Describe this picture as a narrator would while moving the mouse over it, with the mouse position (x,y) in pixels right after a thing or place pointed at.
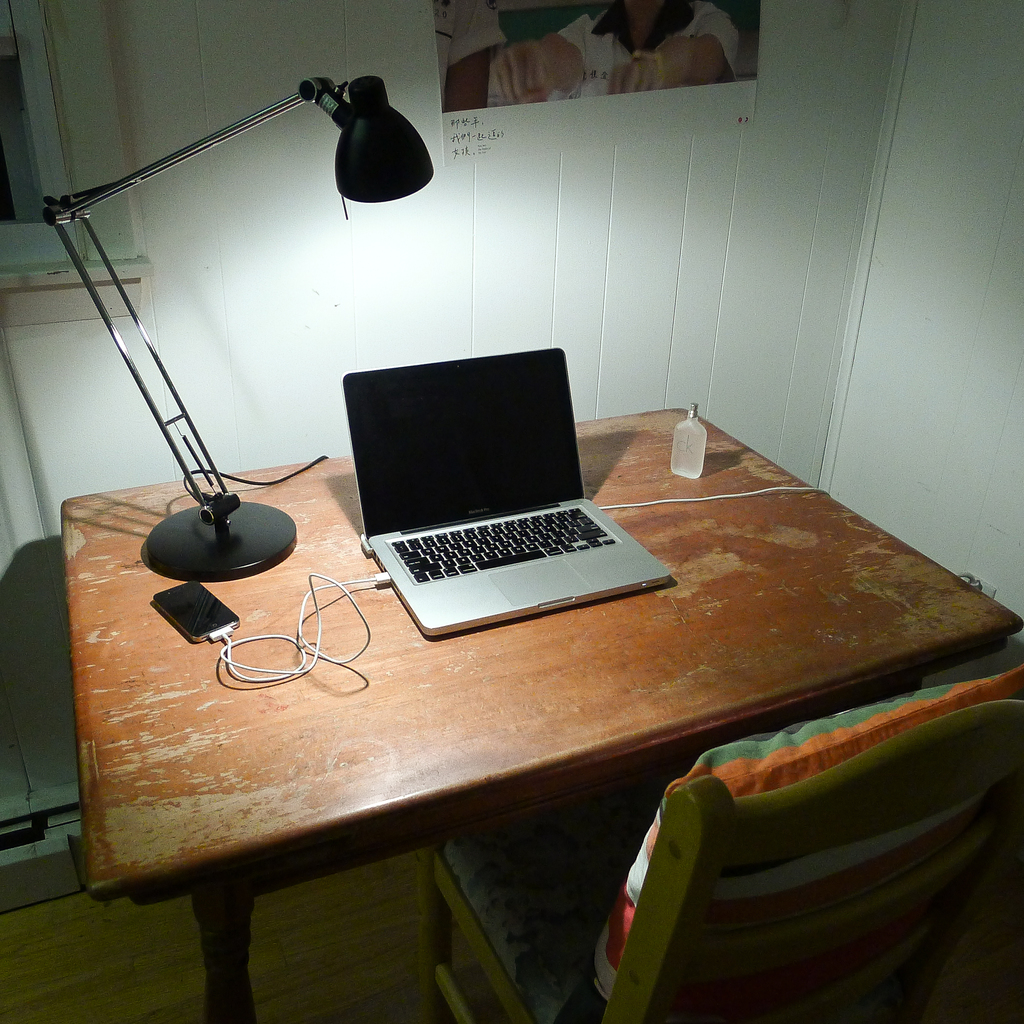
In this image there is a laptop (436,622) on the table (466,701) and a light (173,569) and a mobile phone (195,618) which is attached to the laptop (475,530).
